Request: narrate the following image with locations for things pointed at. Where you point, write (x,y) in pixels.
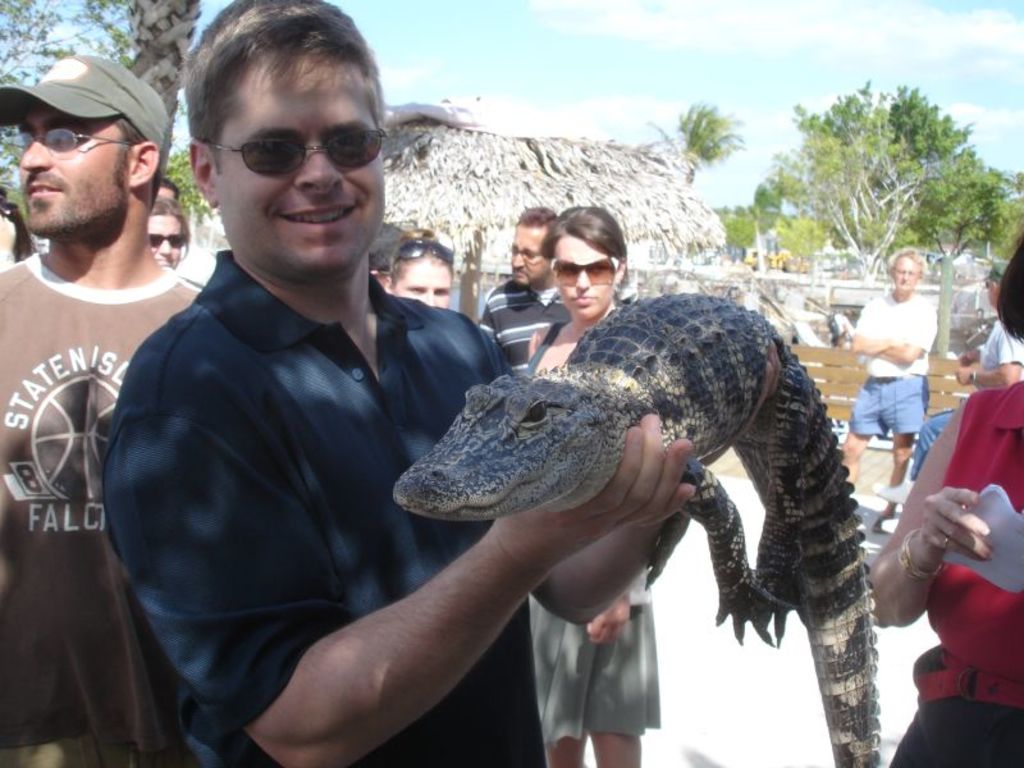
In this picture we can see a man (206,588) holding a crocodile (540,499) with his hands (671,484) and smiling and at the back of him we can see a group of people (1006,318) wore goggles (606,271) and standing on the ground (665,679), hut (412,177), trees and some objects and in the background (417,11) we can see the sky (73,36) with clouds (897,5).
